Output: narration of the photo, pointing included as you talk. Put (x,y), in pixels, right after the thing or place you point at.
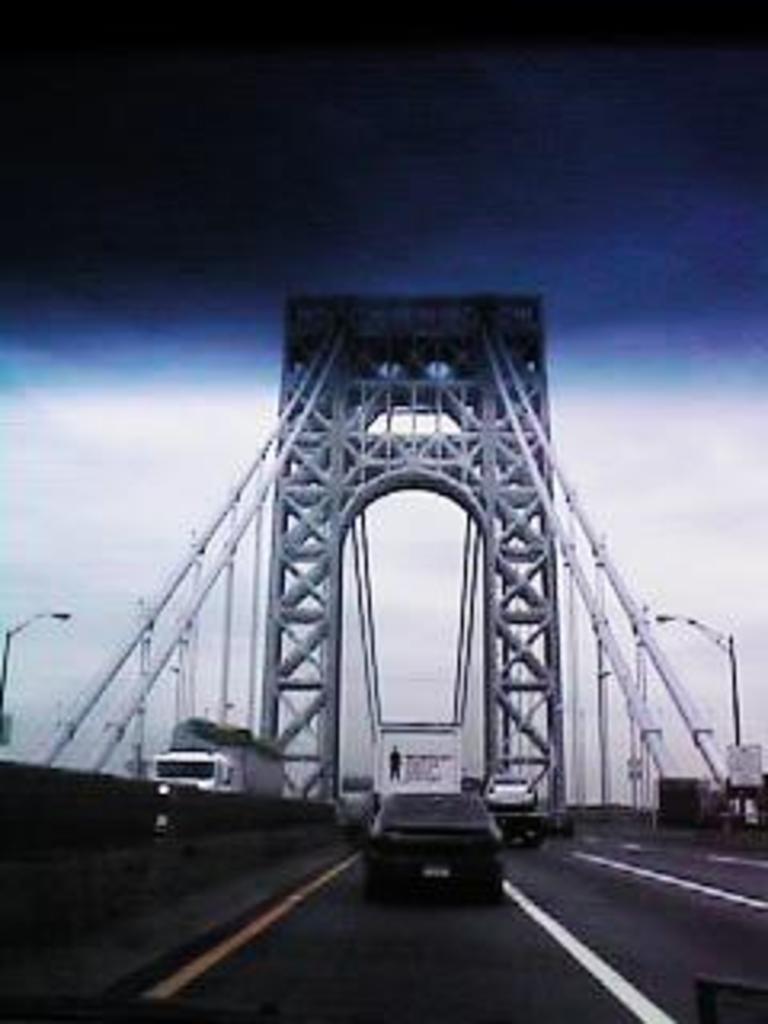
Vehicles (474,832) are on the road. Here we can see rods (609,577), light poles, boards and arch (351,506). Background (200,290) there is a sky (197,336).
